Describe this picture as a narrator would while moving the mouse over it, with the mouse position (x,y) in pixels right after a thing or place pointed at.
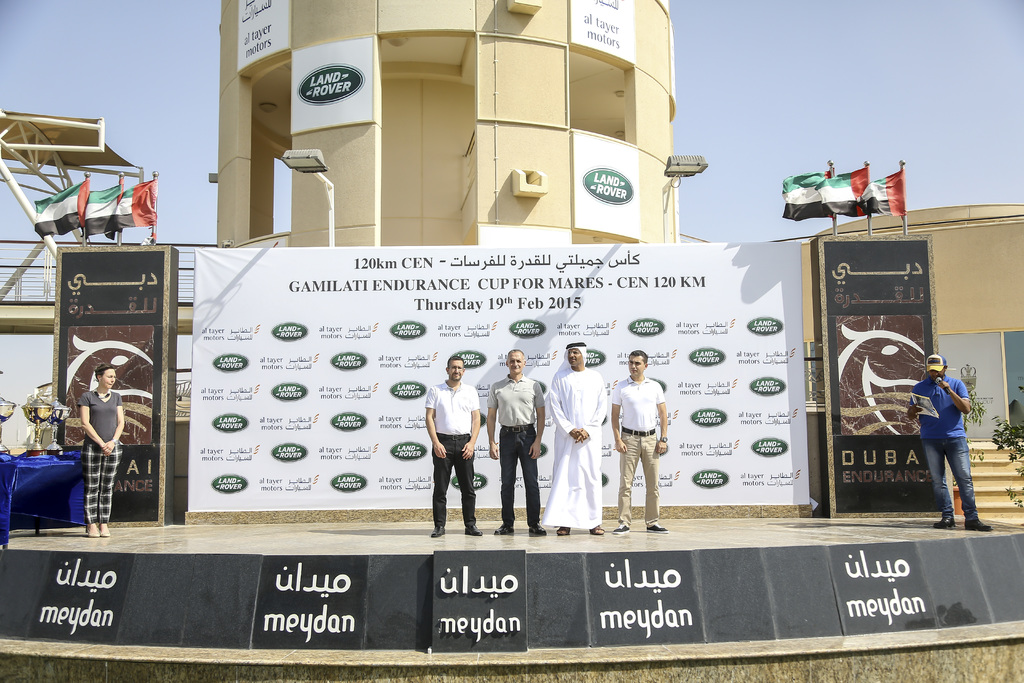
In this image in the front (358,609) there are boards (434,619) with some text (295,617) written on it. In the center (589,446) there are persons (455,444) standing and smiling. In the background (274,329) there are boards (348,306) with some text (108,313) written on it and on the top of the boards (815,273) there are flags (64,221), there is a building (408,156) and on the wall (346,131) of the building (343,159) there are boards (621,170) with some text (247,55) written on it. On the right side (993,291), in the background (970,330) there is a building (980,316) and on the right side (980,424) there are plants (1004,443). On the left side (6,309) in the background (6,315) there is a bridge (22,250) and on the left (48,491) there is an object (34,486) which is blue in colour and on the object (40,464) there are cups (36,418).
